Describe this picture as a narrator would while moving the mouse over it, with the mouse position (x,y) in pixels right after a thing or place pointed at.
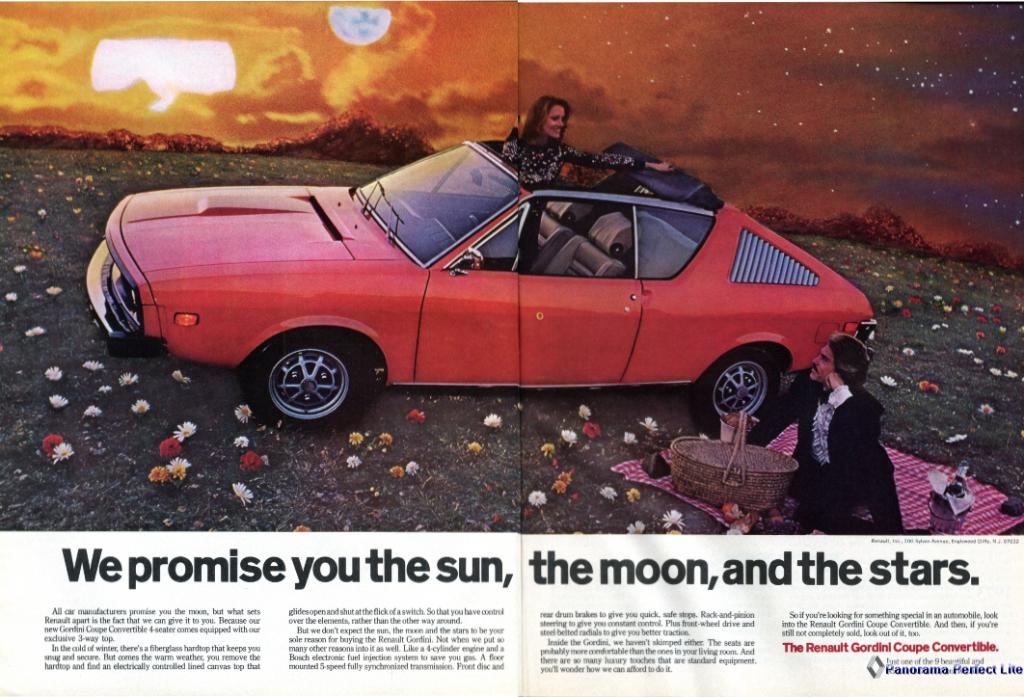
in this image there is a person (832,462) sitting in the grass (627,515). there is a basket (717,496) next to him. behind him there is a red color car (594,324) on which a person (538,166) is present. on the grass (112,450) there are many colorful flowers (176,458).
